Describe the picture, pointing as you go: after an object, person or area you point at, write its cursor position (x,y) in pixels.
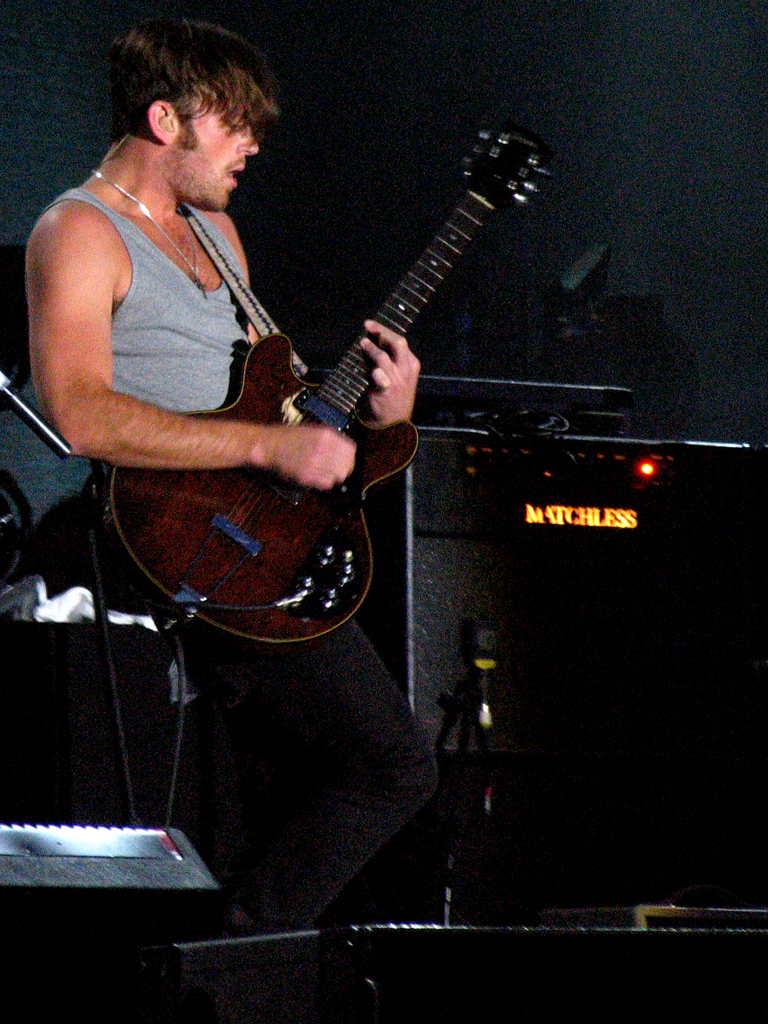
There is a man (171,450) in the picture, holding a guitar (236,473) in his hands (313,442) and he is singing. In the background (394,234) we can observe a wall (474,90) here.
